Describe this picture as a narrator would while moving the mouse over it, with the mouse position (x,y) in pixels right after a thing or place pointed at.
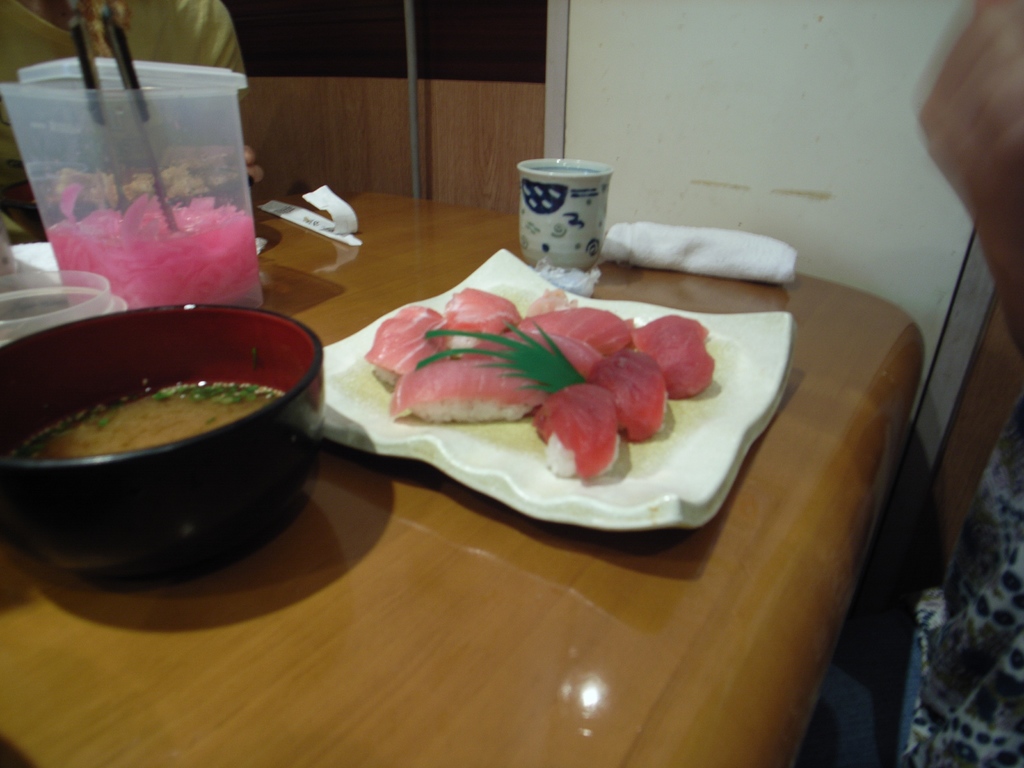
In this image there are food items (221,228) on the plate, in a plastic container (122,210) with two sticks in it and in a bowl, and there is a cup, cloth (654,230) and other plastic container (61,312) on the table (443,284), and there are two persons (983,571).
